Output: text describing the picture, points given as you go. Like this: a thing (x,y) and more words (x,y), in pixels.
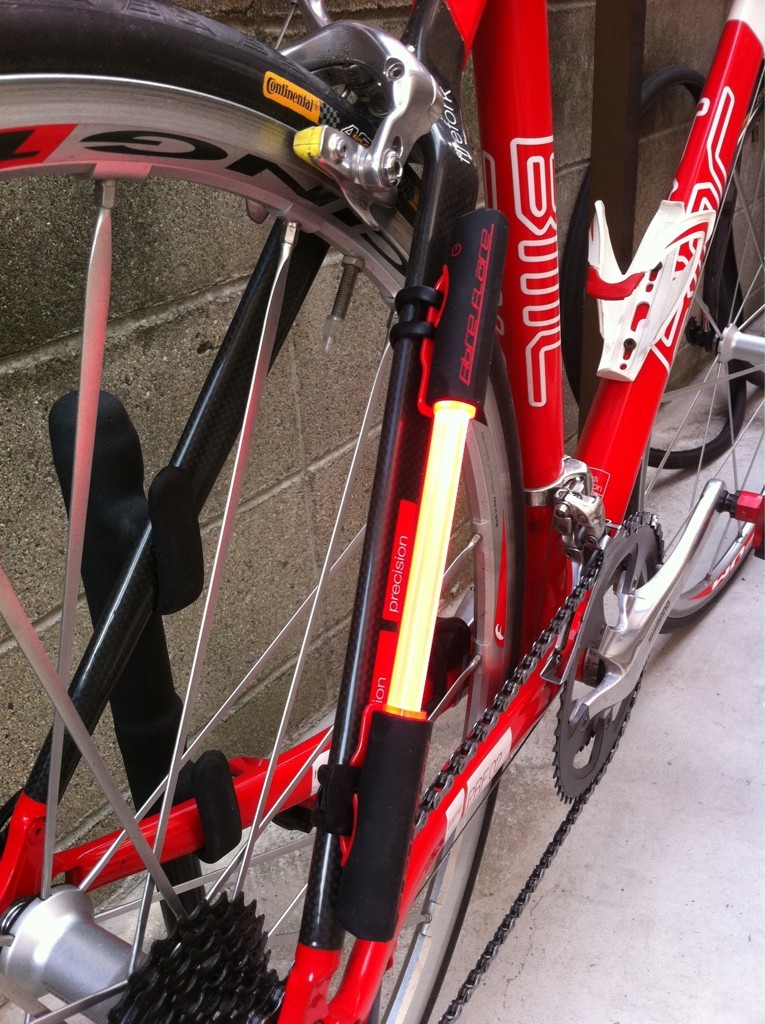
In this image there is a red color cycle (535,398) parked on the floor (642,719). In the background (228,285) there is a wall (143,259). On the left side (97,339) there is a wheel (127,812), to which there are tires (299,105) and spokes (291,907).
